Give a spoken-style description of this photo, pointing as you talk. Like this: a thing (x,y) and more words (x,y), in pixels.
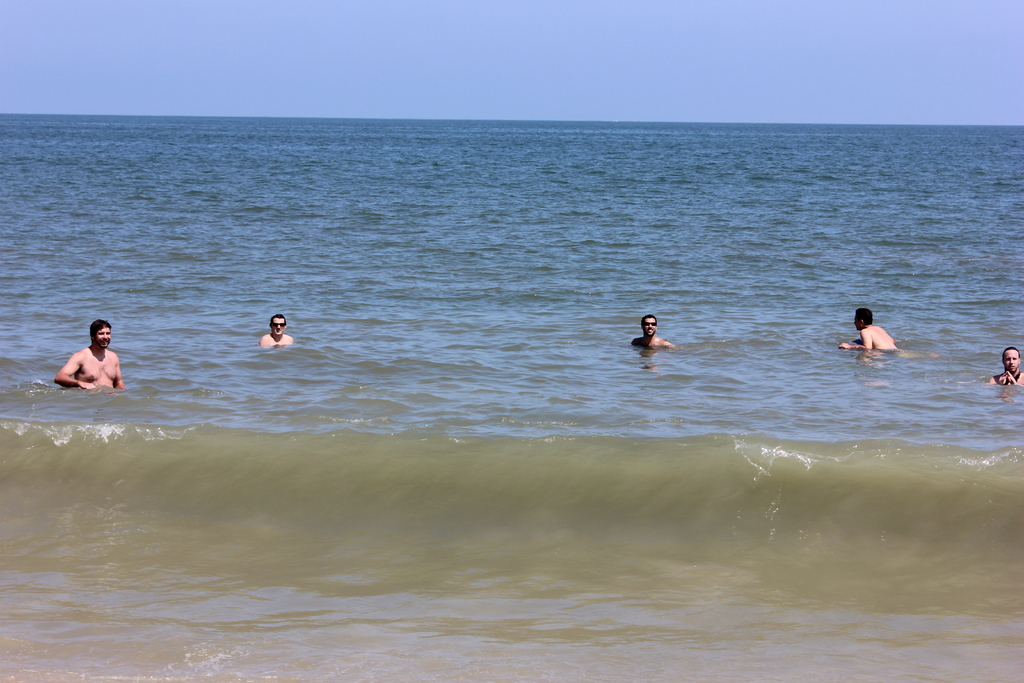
In this picture we can see a group of people (117,360) in the water (587,356) and behind the people (89,371) there is a sky (670,44).
